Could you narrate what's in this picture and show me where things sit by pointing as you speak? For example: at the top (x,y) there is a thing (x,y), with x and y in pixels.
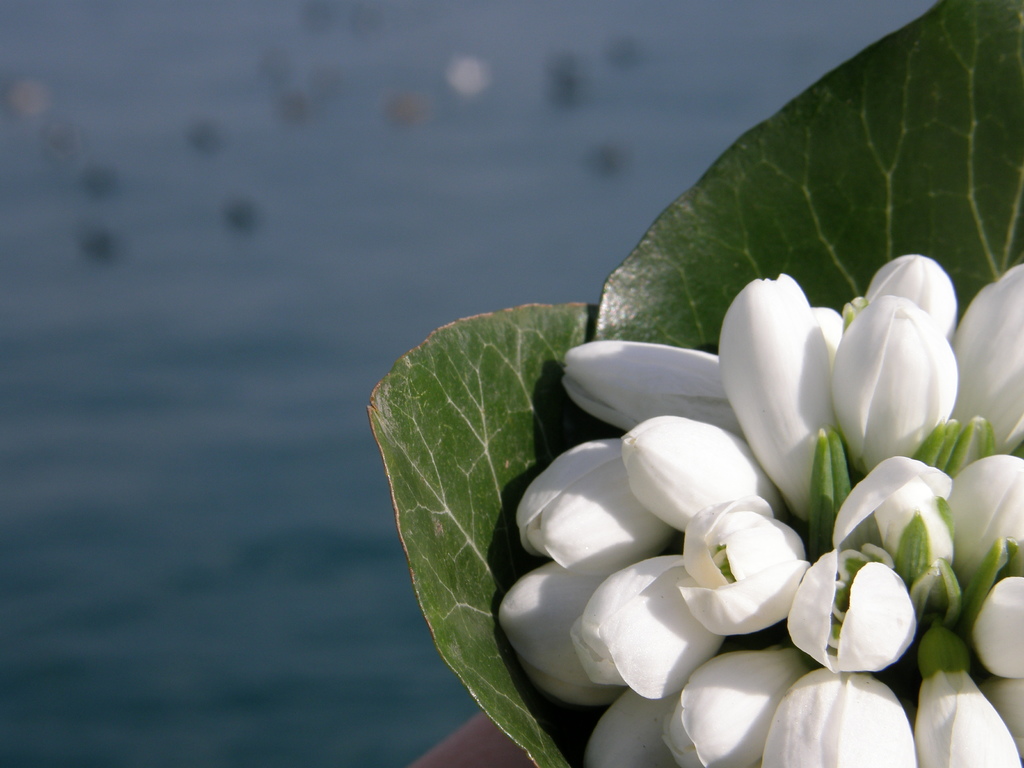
This image consists of flowers (649,568). At the bottom (187,550), there is water (321,460). And we can see green leaves (394,450).
